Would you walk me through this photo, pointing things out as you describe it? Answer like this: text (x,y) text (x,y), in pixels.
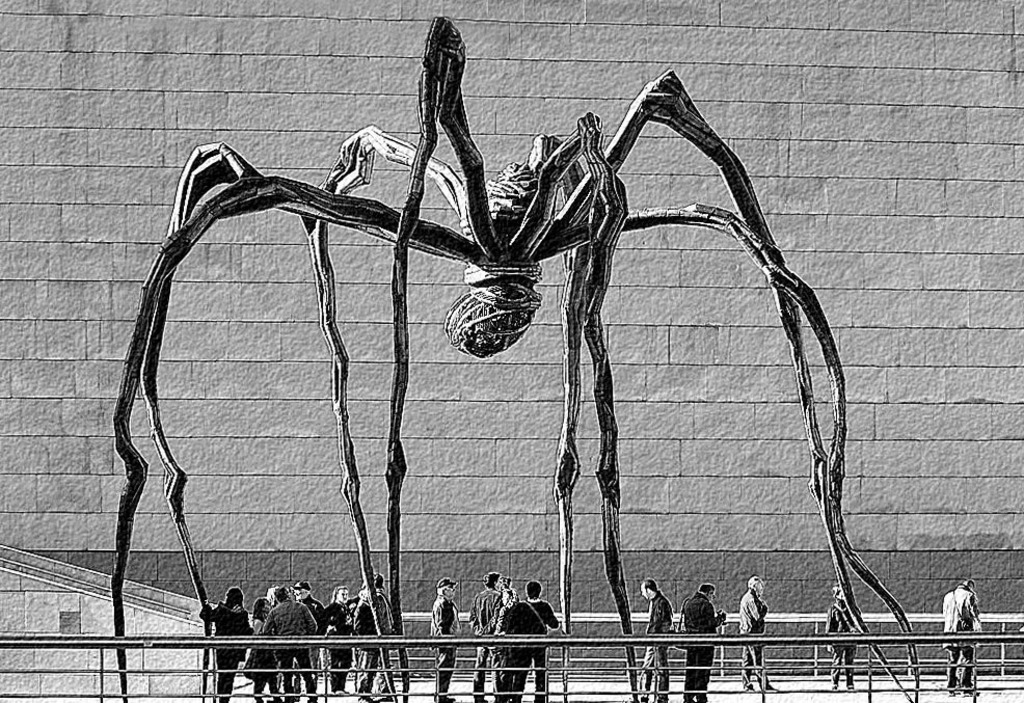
It is a black and white image and in this image we can see a few people (290,650) standing on the path (554,682). In the background (697,414) we can see a wall (760,281). There is also a fence (760,666) in this image.
